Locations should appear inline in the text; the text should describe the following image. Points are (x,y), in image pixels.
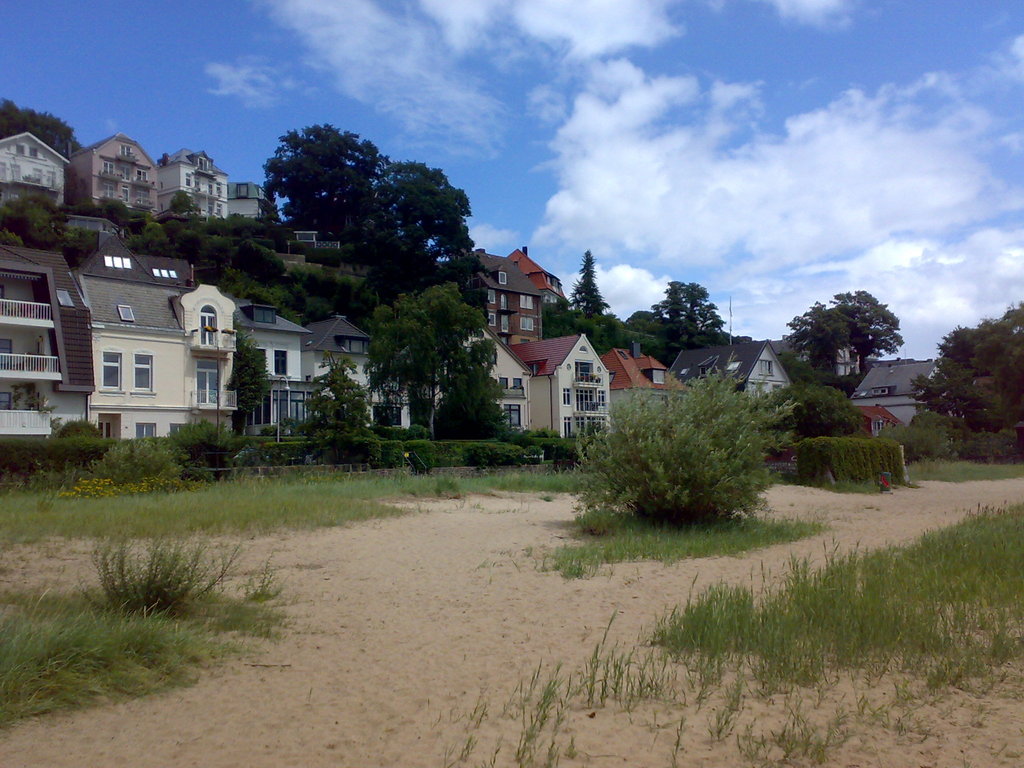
In the image we can see there are many buildings (263,305) and the windows (144,363) of the buildings (194,311). We can even see there are trees (346,298), plants (699,463) and grass (153,508). Here we can see the sand (403,690) and the cloudy sky (863,191).
